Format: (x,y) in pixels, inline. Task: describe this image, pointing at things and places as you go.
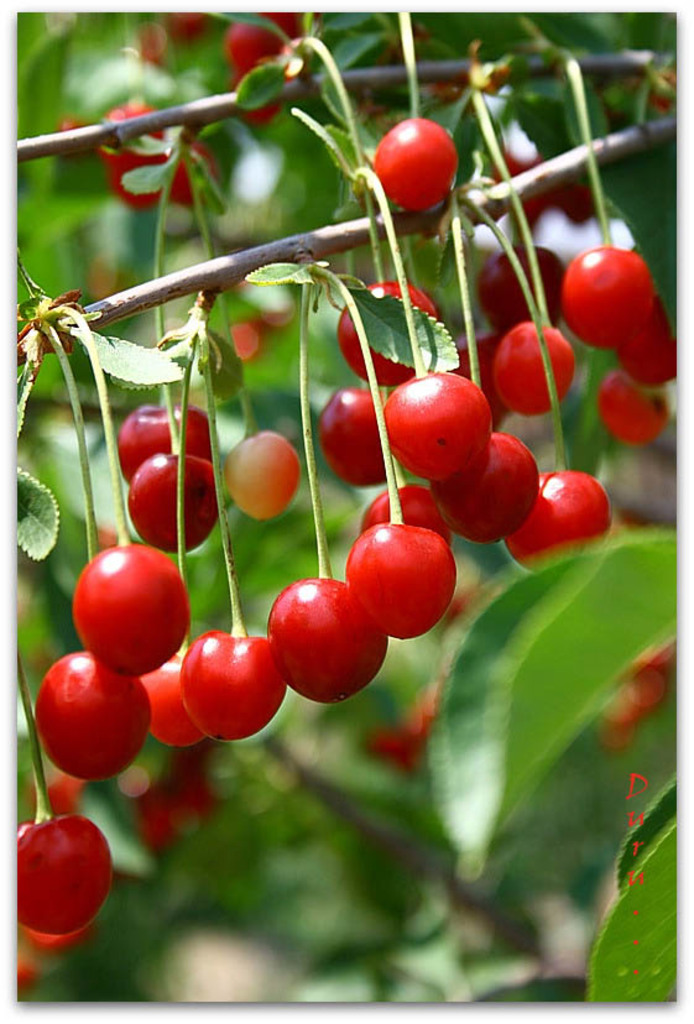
In the image we can see there are cherries (387,641) which are hanging from the plant (349,230).
